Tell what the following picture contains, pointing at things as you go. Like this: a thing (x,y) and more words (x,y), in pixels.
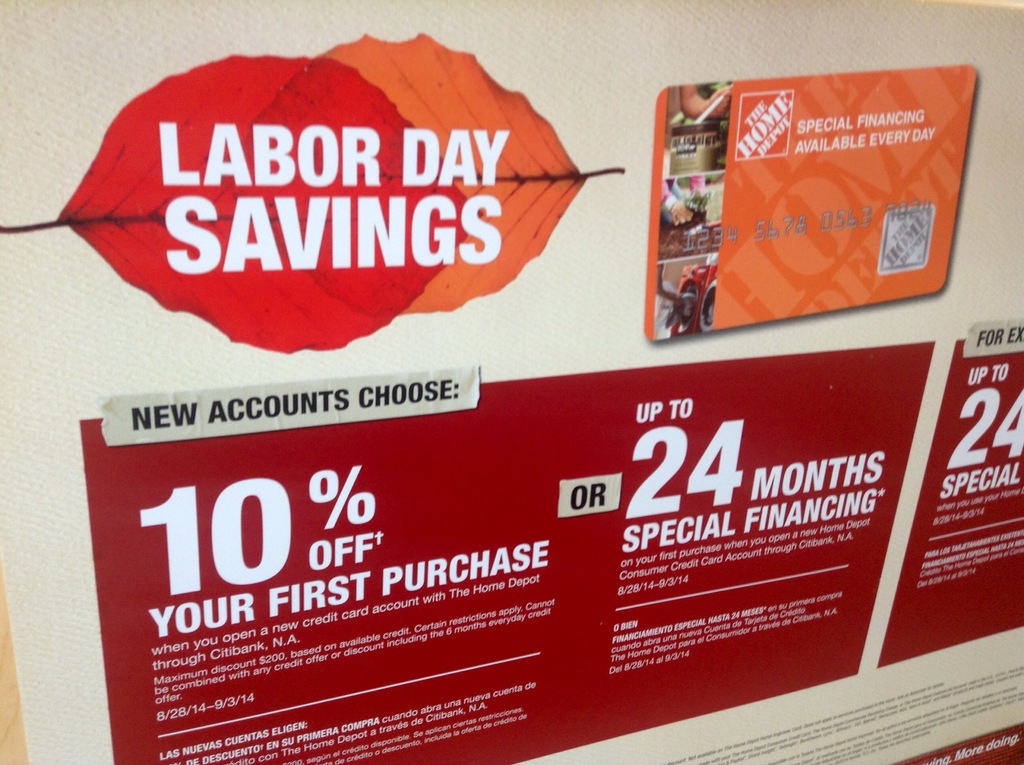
In the picture I can see the hoarding board (454,614). On the hoarding board (103,184) I can see the text (190,181) on the leaves (409,123) and a credit card (800,244) on the right side (907,201).
